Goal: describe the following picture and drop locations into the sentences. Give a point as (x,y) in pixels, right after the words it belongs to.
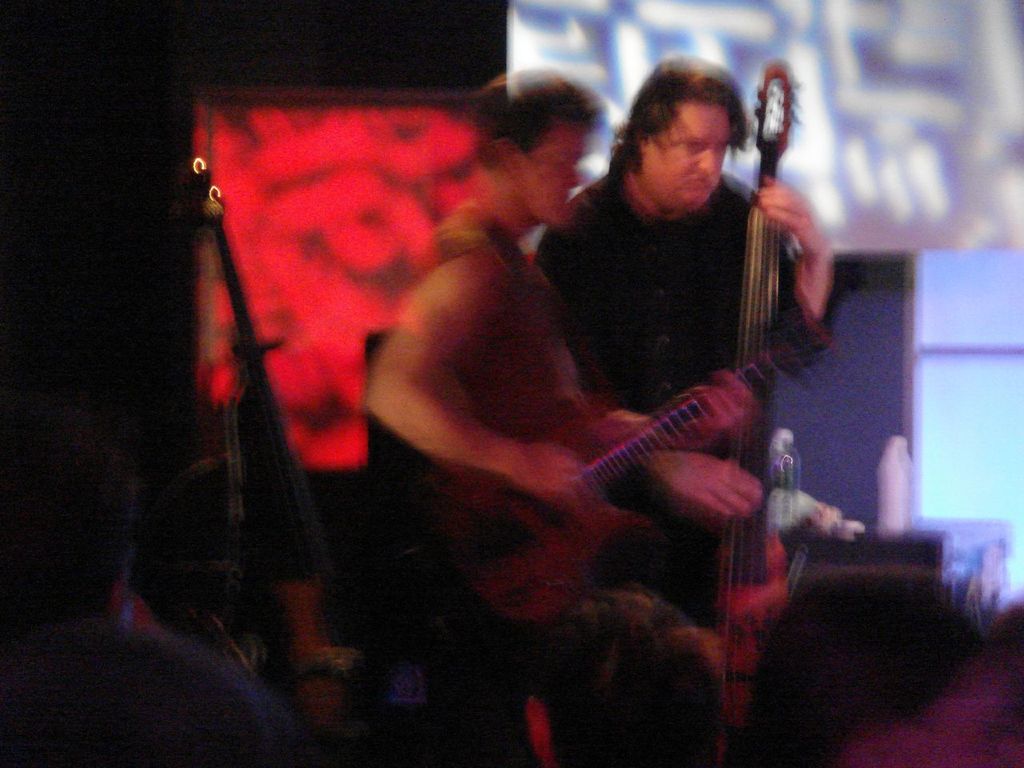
These persons (608,366) are playing musical instruments (682,430). Far there are bottles (888,508).
